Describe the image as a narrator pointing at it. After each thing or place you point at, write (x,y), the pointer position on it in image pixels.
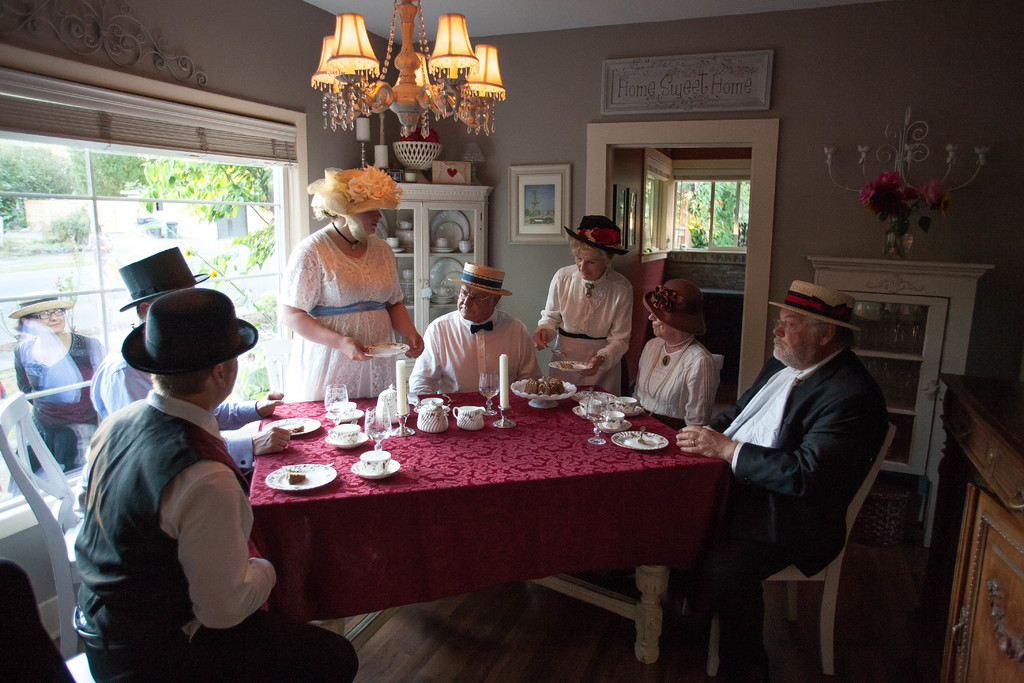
The picture consists of old men (812,452) and women (673,342) sat on chairs (54,544) around dining table (489,483) with cups (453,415) and candles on it. In the background (440,234) there is a cupboard (415,237) and above its a chandelier (412,77), it's inside a home.
